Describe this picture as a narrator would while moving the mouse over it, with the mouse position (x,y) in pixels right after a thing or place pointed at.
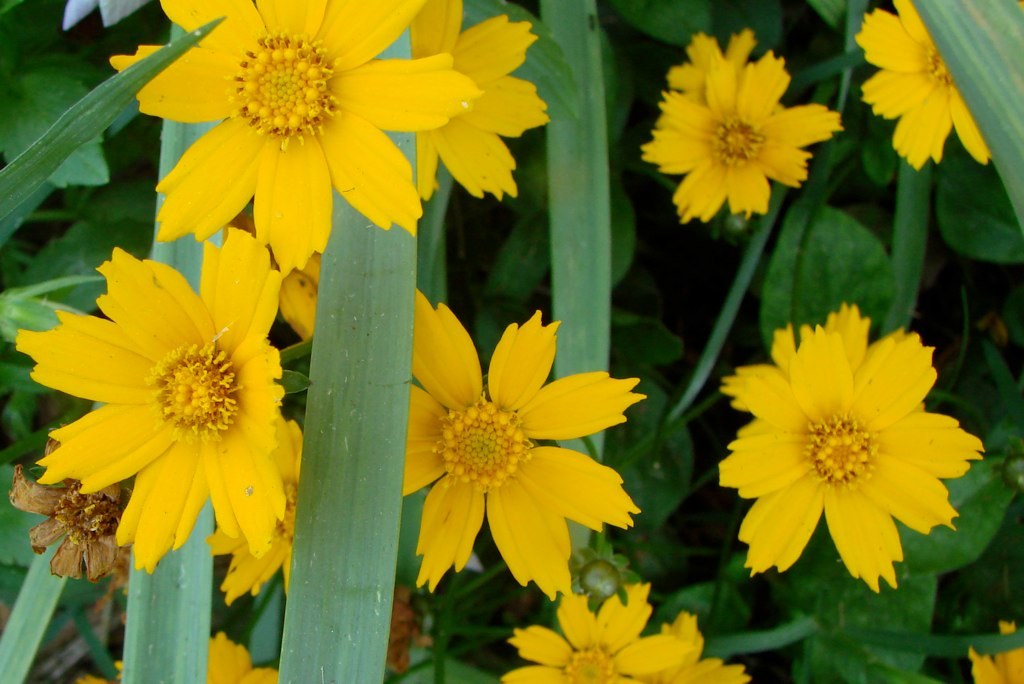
It is a zoomed in picture of yellow color flowers (179,371) and also the leaves (287,393).
